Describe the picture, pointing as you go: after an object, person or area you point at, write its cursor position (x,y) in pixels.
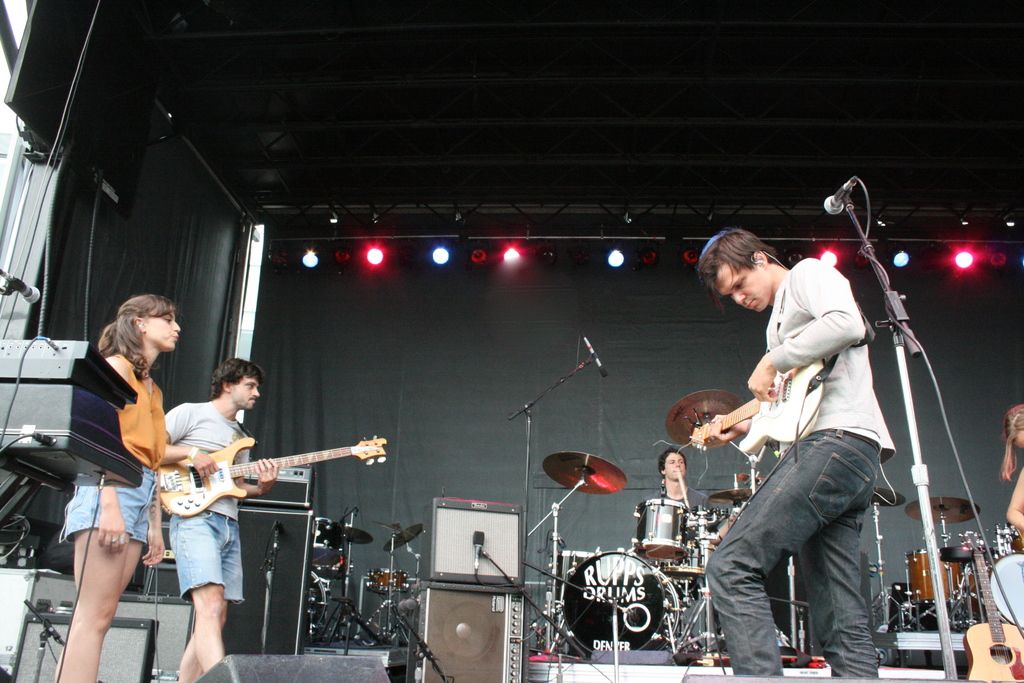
This is a picture of a stage (286,121) in a concert. On the right (796,378) there is man (730,603) standing and playing guitar (781,400). In the background (652,620) a person (687,479) is playing drums (622,595). On the right (912,586) there is a guitar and drums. On the left (176,526) a person (223,532) standing and playing guitar (185,477), beside him a woman (155,433) is standing. In the background (421,332) there is a black curtain (559,327) and focus lights (620,254). There are many microphones (837,204).
